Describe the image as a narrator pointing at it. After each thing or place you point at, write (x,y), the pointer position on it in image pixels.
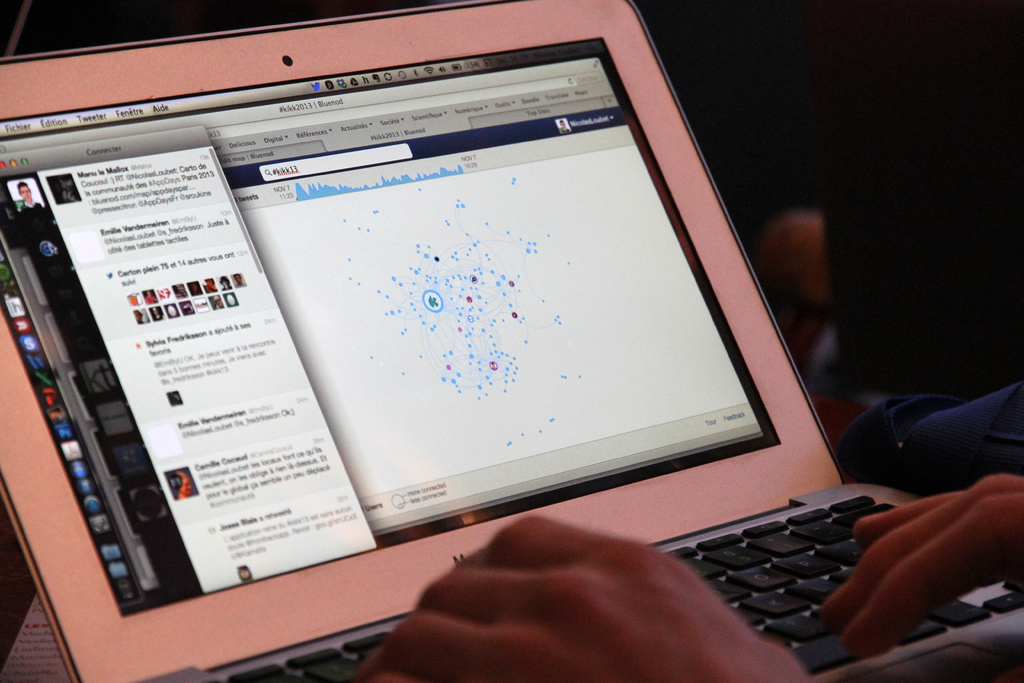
In the image we can see the laptop (397,391) and human fingers (582,606). Here we can see screen (401,348), key buttons (762,551) and the background (144,13) is dark.
